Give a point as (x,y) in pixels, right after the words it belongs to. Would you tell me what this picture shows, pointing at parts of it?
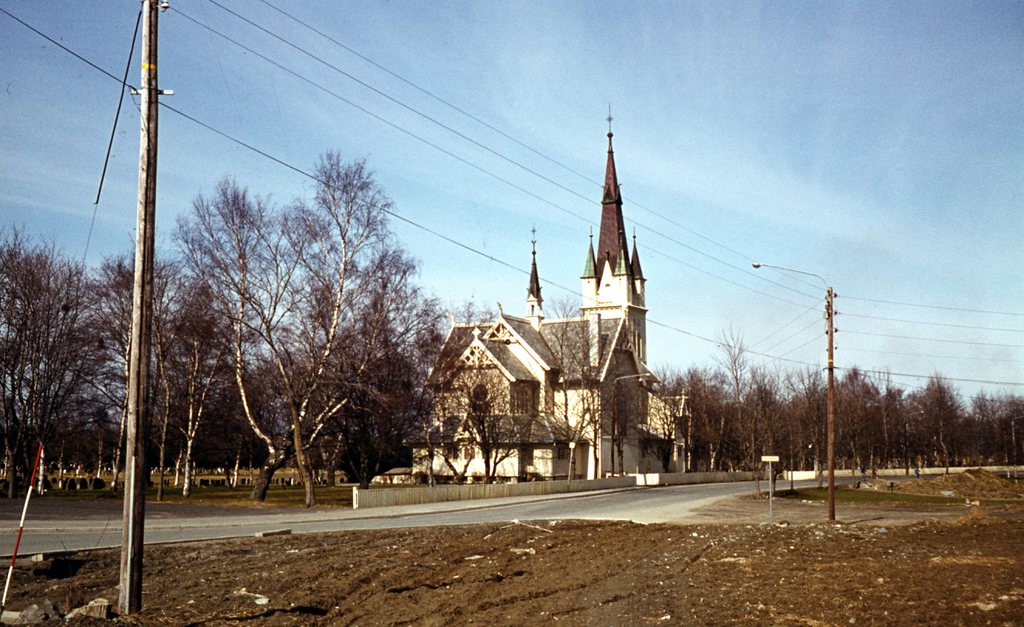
This image is clicked on the road (653,504). At the bottom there are poles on the ground (788,552). Beside it there is a road (495,516). Beside the road (630,493) there is a railing (364,494) on the walkway (584,493). Behind the railing (656,479) there are buildings (488,377) and trees (310,366). At the top (613,85) there is the sky (569,81).
